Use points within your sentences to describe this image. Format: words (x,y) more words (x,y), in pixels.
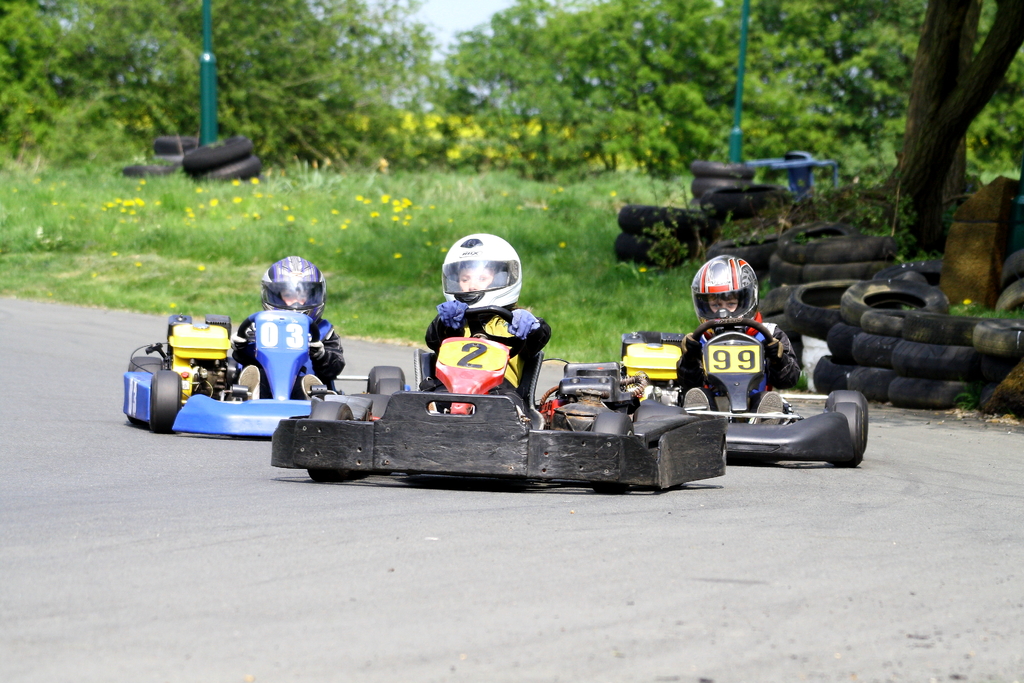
In this picture there are three persons (468,294) who are riding this go kart cars (452,426). On the background (840,87) we can see plants (809,85) and trees (662,69). On the right (1005,352) we can see many tires (856,301). Here we can see blue color poles (742,82). On the top (460,8) there is a sky (461,26). Here we can see grass (359,192).
